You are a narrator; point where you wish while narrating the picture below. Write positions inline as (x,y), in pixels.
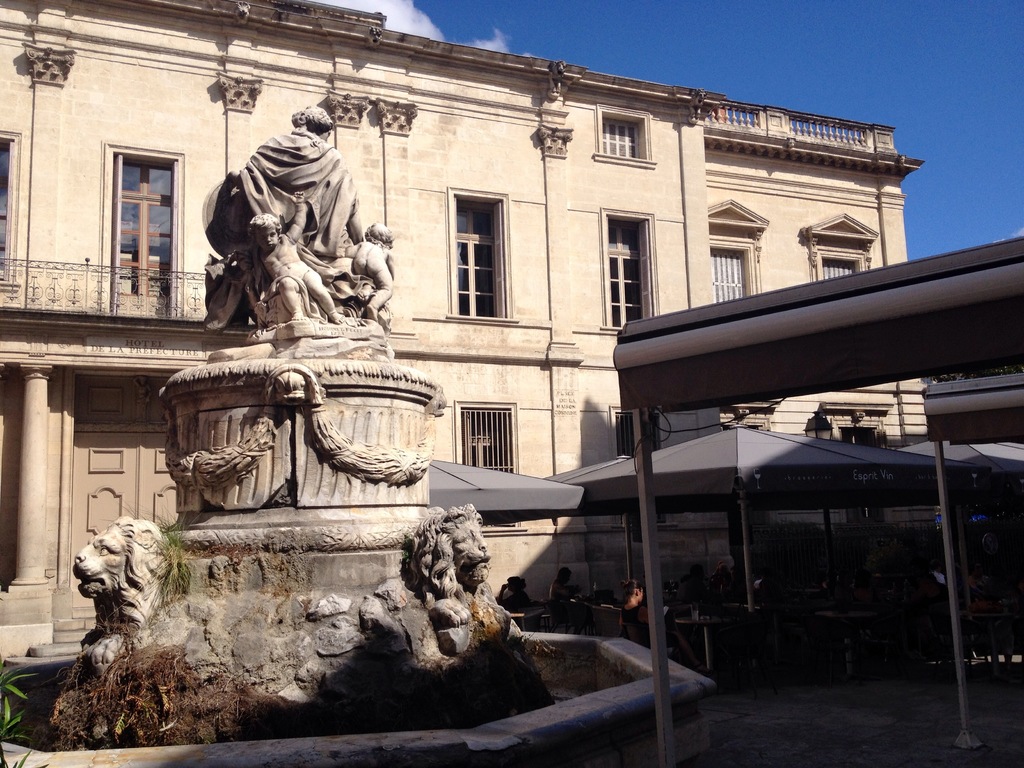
In this picture we can see a statue (256,251), tents (972,432), poles (956,522), building (817,199) with windows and some people (940,574) and in the background (627,13) we can see the sky (826,58).
